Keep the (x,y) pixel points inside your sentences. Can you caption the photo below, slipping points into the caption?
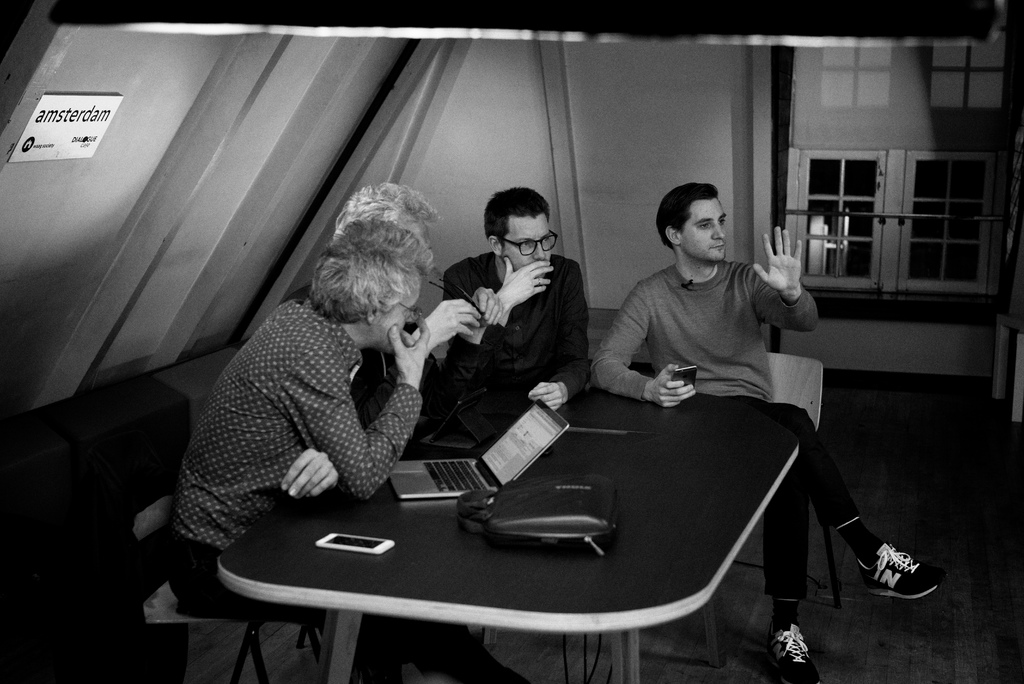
It looks like a black and white image. We can see there are four people (321,416) sitting on chairs (162,498). In front of the people (401,345) there is a table (471,588) and on the table (412,577) there is a mobile (375,549), laptop (436,464) and some objects (561,486). On the left side of the image (76,125), there is a board (70,137) on the wall (61,164). On the right side of the image (928,191) there are windows (888,189).
